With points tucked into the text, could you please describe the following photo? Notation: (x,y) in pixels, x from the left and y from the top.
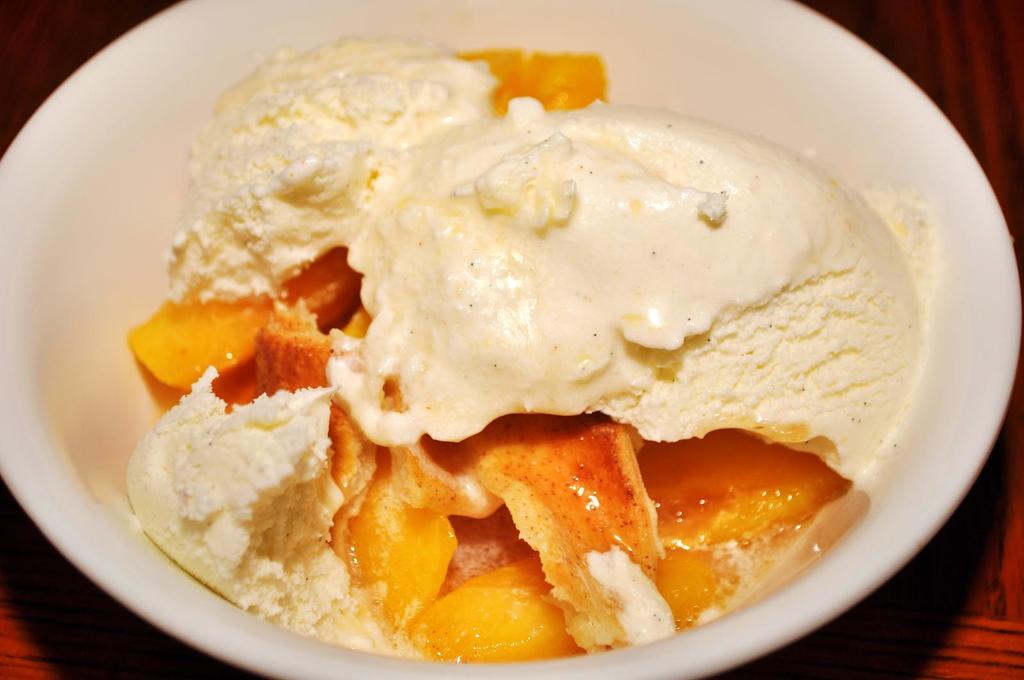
In this picture we can see a bowl (869,561), there is some ice cream (656,359) present in the bowl (838,588), at the bottom (877,625) there is a wooden platform (928,642).
